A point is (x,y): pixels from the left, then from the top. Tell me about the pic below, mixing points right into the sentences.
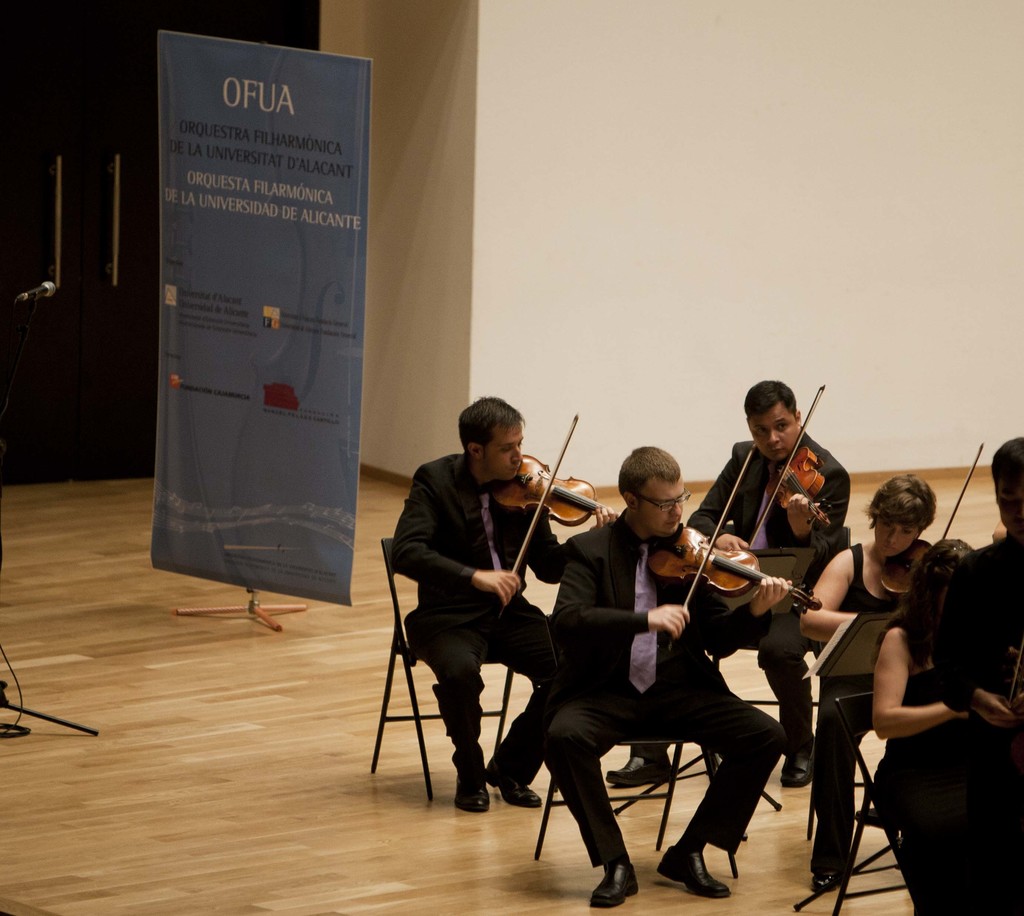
Bunch of men (520,633) and women (897,650) playing violin (709,567) sitting on chair (394,663) on a wooden floor (309,747). All wore black dresses (519,719). There is a poster (264,164) with text (311,214) on it held on a tripod stand (245,610). There is a mic (22,296) placed on left side (31,297) corner with the aid of a stand (60,725).
